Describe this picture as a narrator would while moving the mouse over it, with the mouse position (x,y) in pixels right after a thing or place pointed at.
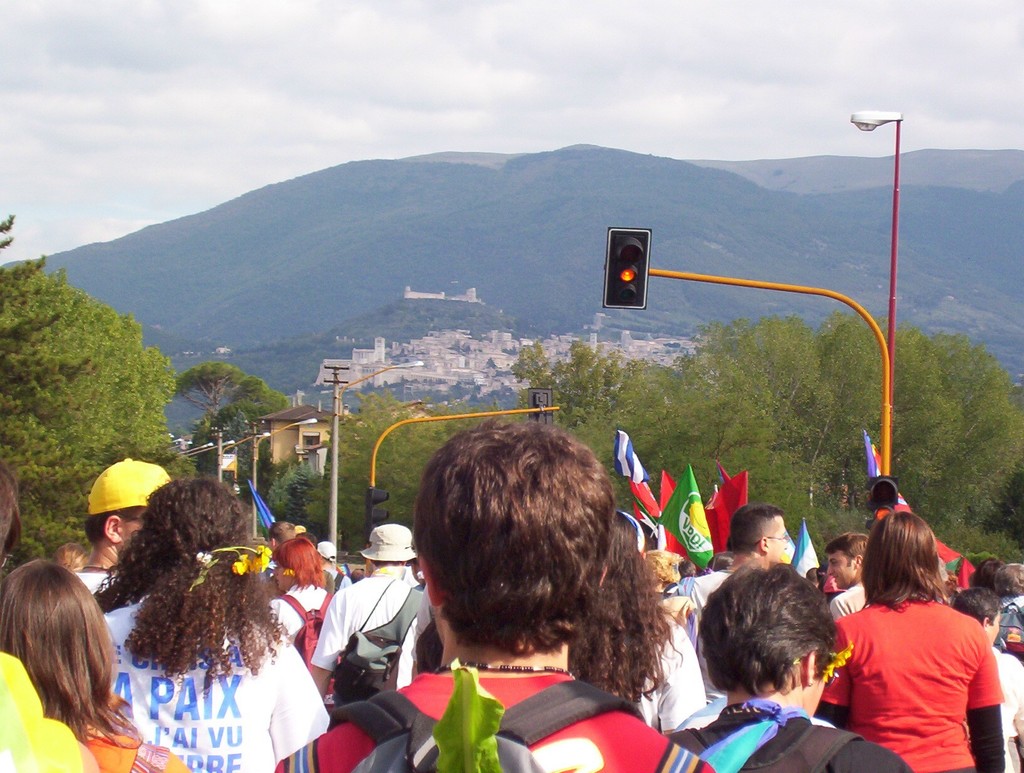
In this image, we can see traffic signals (633,297), poles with lights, houses (314,451), buildings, trees (937,347). At the bottom (462,660), we can see a group of people (430,767). Here we can see few people (555,733) are wearing bags (524,729). There are few Flags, cap (145,470) we can see. Background (1015,281) there we can see mountains (961,281). Top of the image (141,128), there is a sky (350,106).
